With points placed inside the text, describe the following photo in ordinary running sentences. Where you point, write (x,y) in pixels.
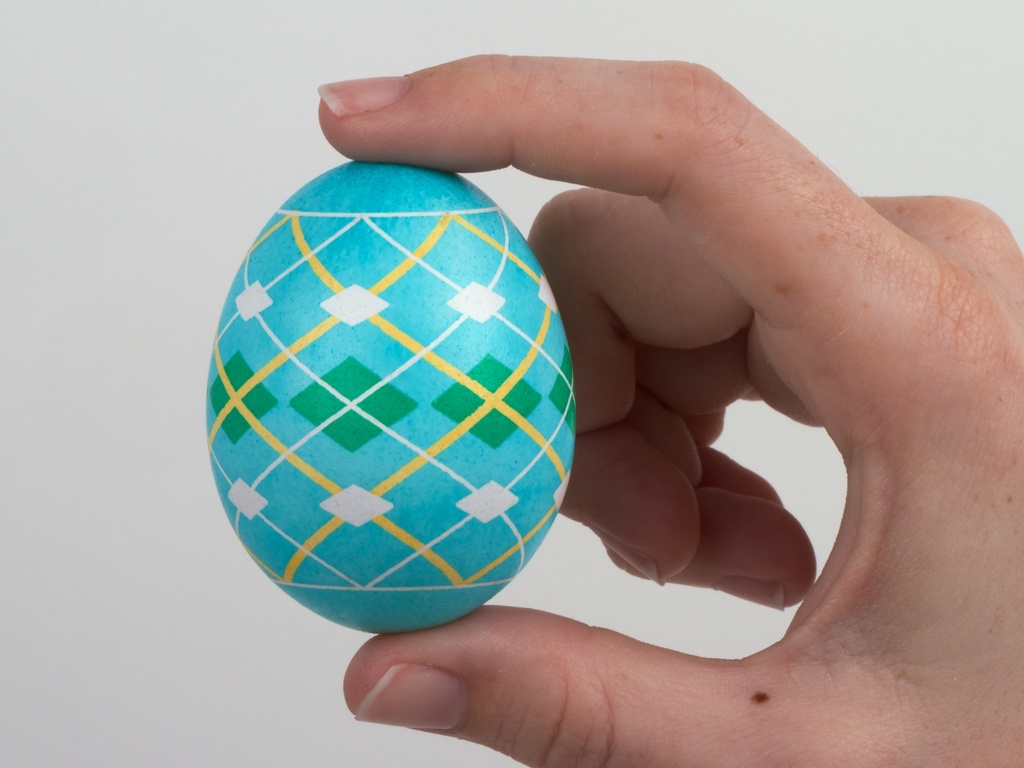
We can see object (508,419) hold with hand (625,426). In the background (213,79) it is white.
